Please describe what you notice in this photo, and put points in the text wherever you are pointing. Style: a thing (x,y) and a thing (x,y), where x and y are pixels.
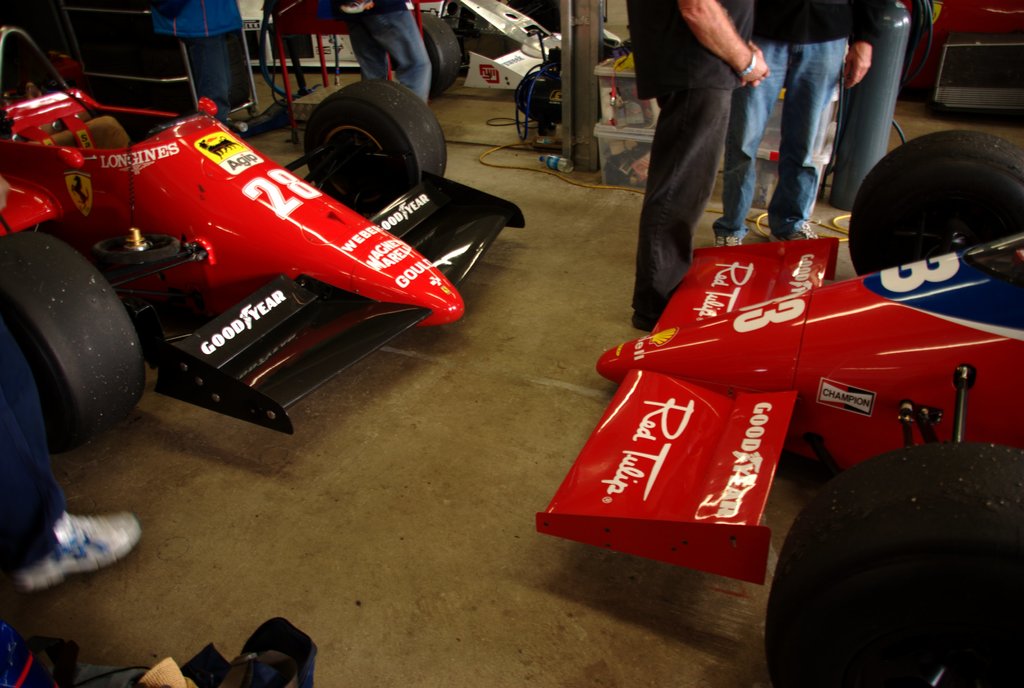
In the center of the image (641,443) we can see a racing cars (116,204) and there are people (54,529) standing. At the bottom (9,669) there are things (48,644) placed on the floor (417,658). In the background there is a wall (622,30).
